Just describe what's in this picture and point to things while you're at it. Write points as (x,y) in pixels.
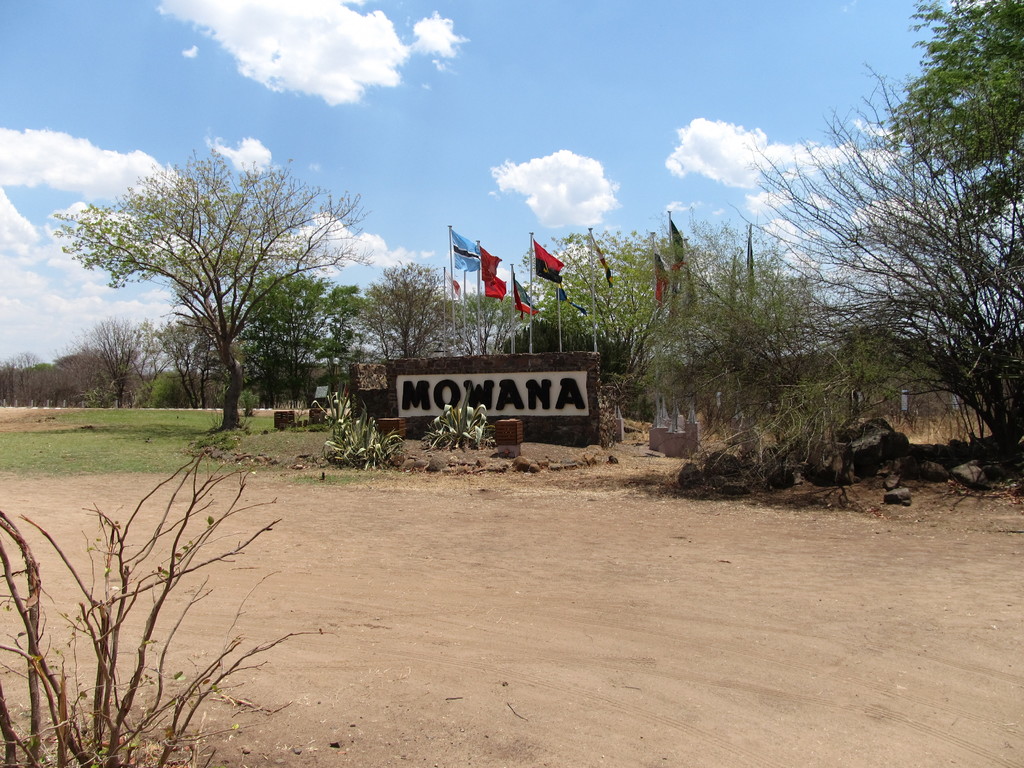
In this image we can see a wall (429,395). On the wall (500,369) we can see some text (489,398). Behind the wall (557,366) we can see the poles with flags (470,251) and group of trees (191,388). On the left side (123,430), we can see the grass (73,449). At the top (506,94) we can see the sky (697,73). On the right side (892,434), we can see rocks (911,467) and trees (775,455).
